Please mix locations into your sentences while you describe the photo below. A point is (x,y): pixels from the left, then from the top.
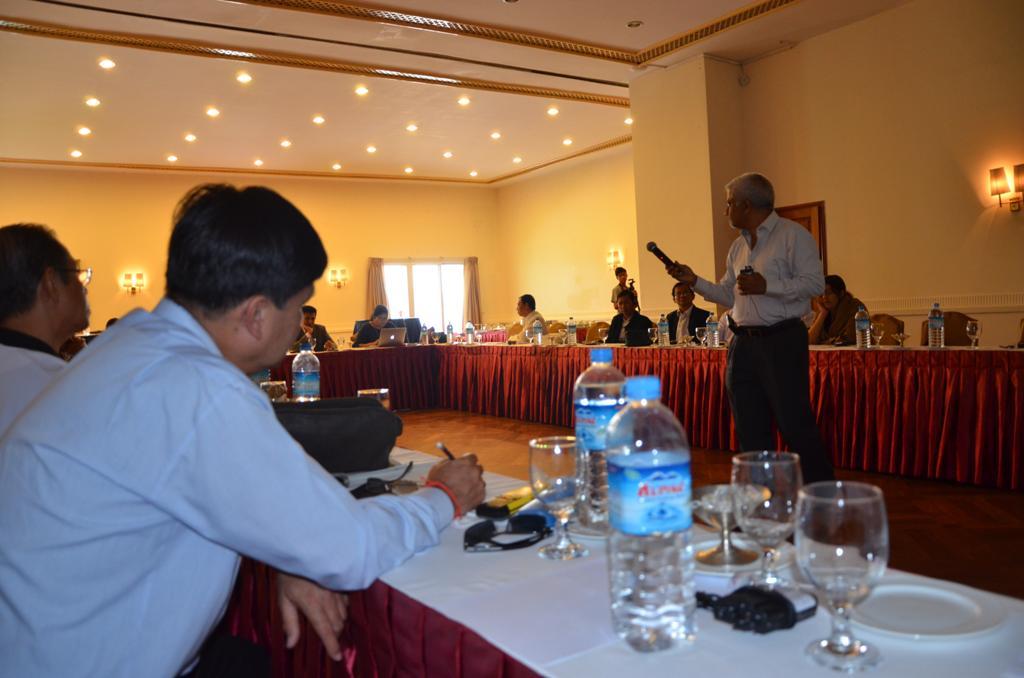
In this image there are group of people (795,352) sitting on the chair (958,325). On the table (583,578) there is a water bottle (641,421), glass (566,470), plate (935,599). At the background (542,251) we can see a wall (539,247).
